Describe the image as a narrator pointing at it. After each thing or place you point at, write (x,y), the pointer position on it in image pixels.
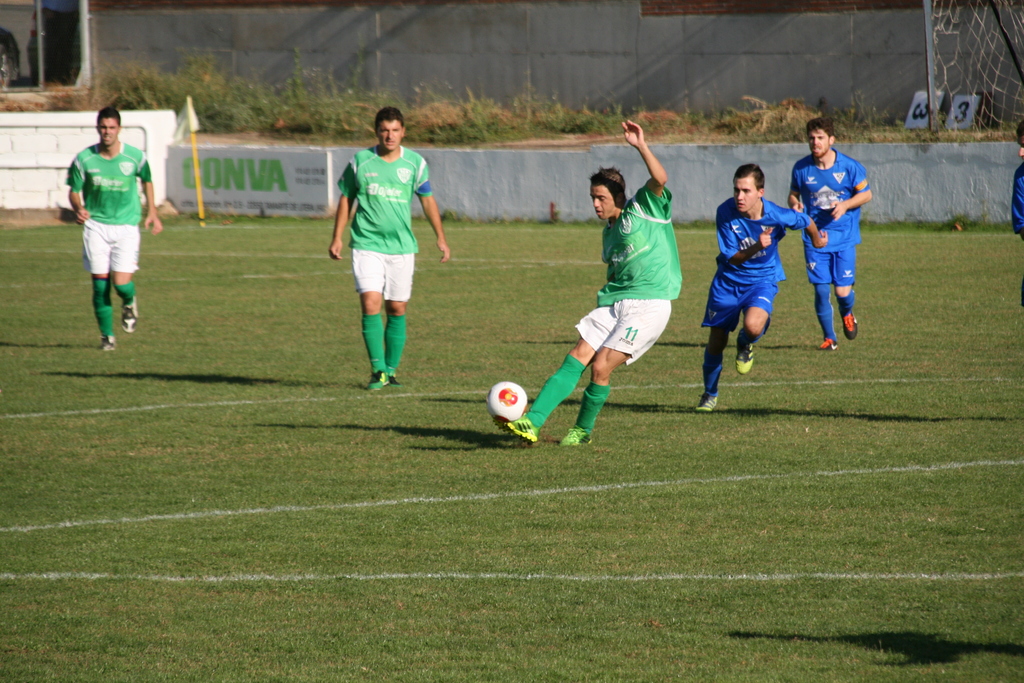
In this image I can see people (101,211), ball (494,405), plants (180,106), board (293,179), pole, mesh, boards (952,104) and objects (8,62). Land (678,608) is covered with grass (702,494). Near that person (647,293) there is a ball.
